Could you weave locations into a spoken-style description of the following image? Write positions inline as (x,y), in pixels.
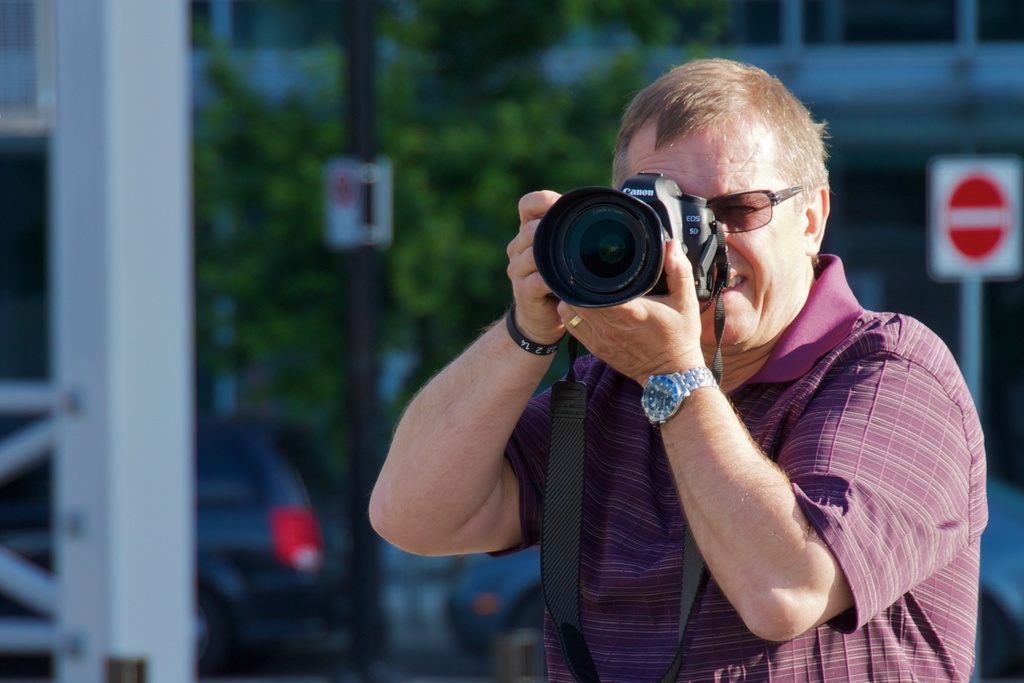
In this image, In the right side (910,638) there is a man (894,475) standing and he is holding a camera (607,299) which is in black color and he is taking a picture, In the background (435,171) there is a green color tree (481,129) and in the left side (91,462) there is a white color pole (102,295).
